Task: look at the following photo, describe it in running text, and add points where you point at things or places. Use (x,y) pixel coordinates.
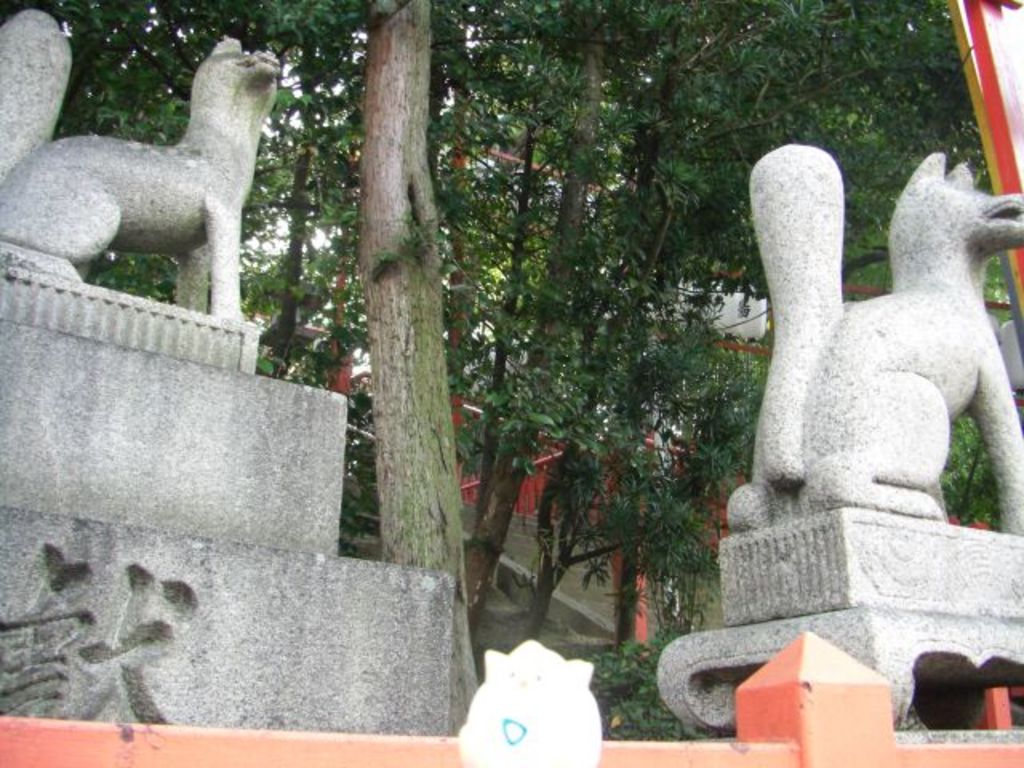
In this picture there are few statues (913,507) and there are trees (392,243) in the background (537,124).
